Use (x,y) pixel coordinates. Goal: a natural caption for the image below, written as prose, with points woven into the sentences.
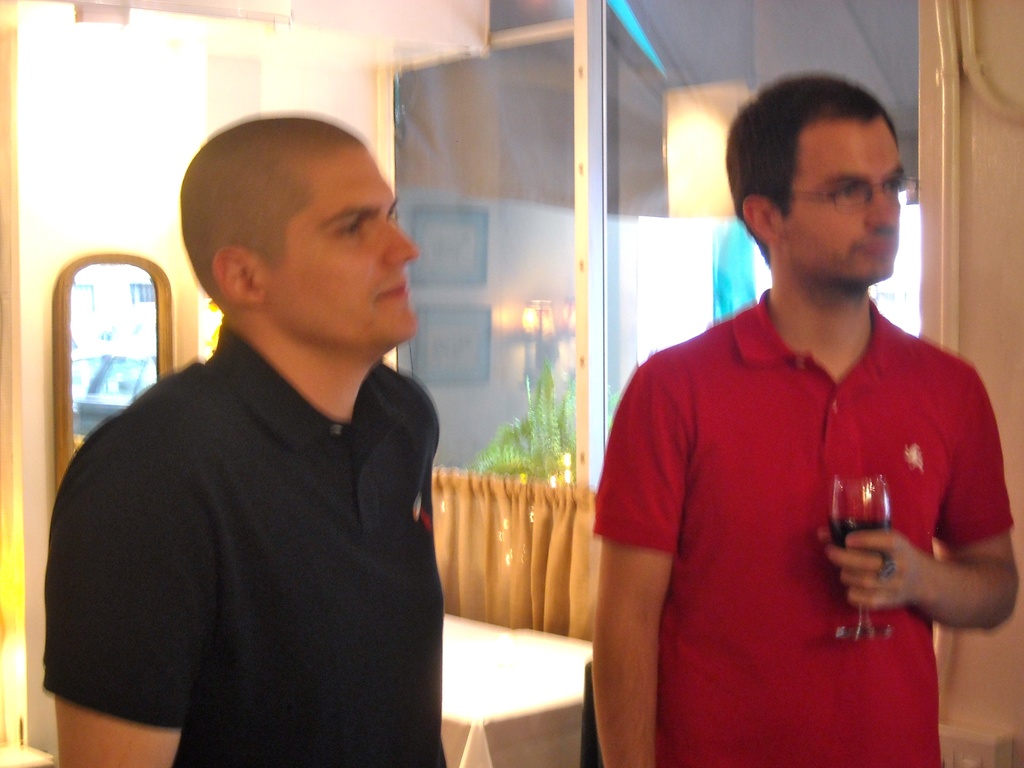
In the front of the image (799,475) there are two people (749,683). Among them one person (788,238) is holding a wine glass (845,512). In the background of the image (126,339) there is a mirror (133,312), plant (550,425), curtain (508,541), table (493,652), pictures (476,235), glass wall (566,177) and objects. Pictures (464,272) and mirror (153,326) are on the walls (65,134).
